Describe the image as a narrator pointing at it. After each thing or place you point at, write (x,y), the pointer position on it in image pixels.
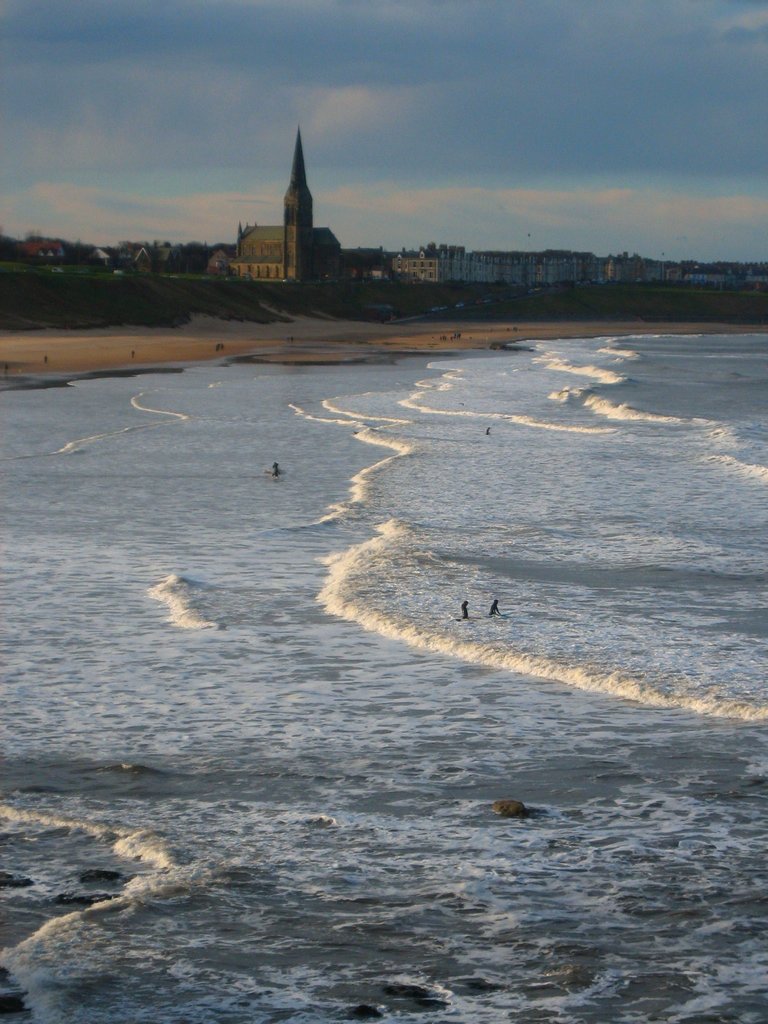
In this image we can see persons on sea (418,360) and seashore (238,351), piles of sand (159,347), trees (208,260), buildings (291,270) and sky (338,164) with clouds (716,204).
